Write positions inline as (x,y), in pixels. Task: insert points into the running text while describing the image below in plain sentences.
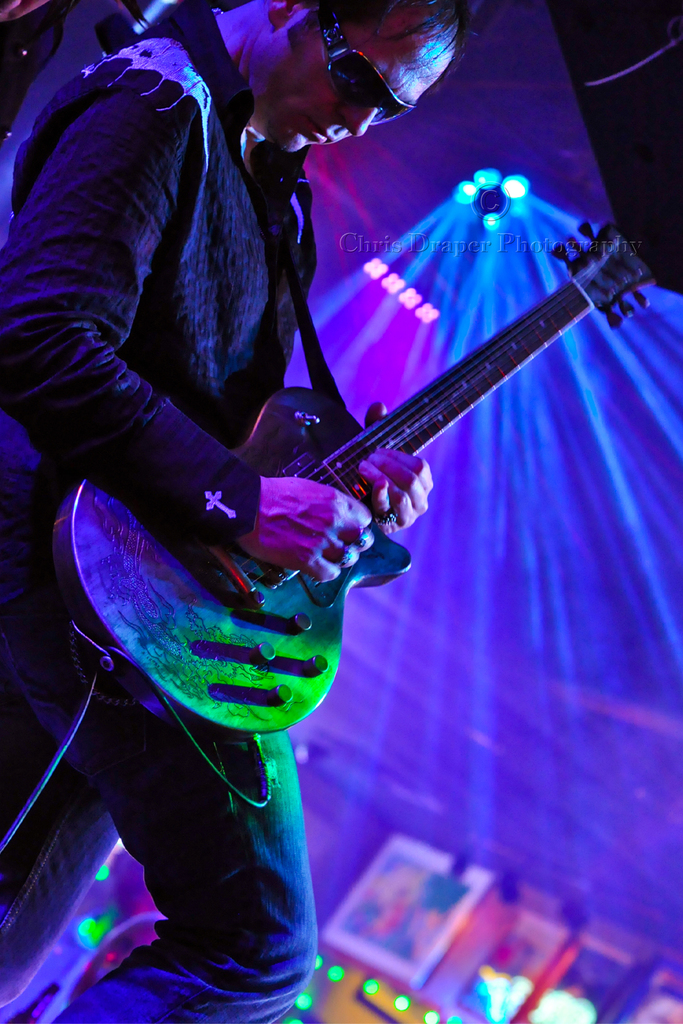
There is a man (342,125) wearing glasses (344,101) and holding a guitar (344,452) in the foreground area of the image (266,438), there are spotlights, it seems like frames (489,957) in the background (494,937).
